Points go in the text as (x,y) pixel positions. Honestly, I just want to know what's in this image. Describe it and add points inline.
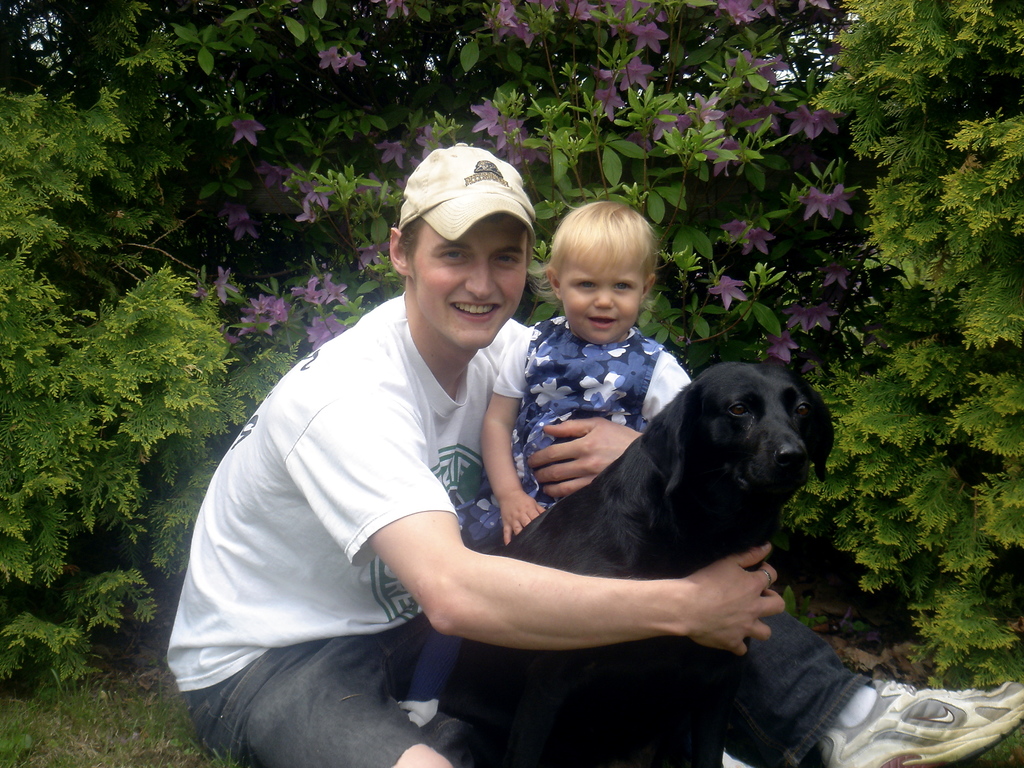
In this image I can see two people (483,482) and the dog (684,504). These two people (491,501) are wearing the white, blue and black color dresses (459,494). I can see one person (688,588) with the cap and the dog (710,555) is in black color. In the background (397,211) I can see the purple color flowers (281,172) to the plants (560,162).
